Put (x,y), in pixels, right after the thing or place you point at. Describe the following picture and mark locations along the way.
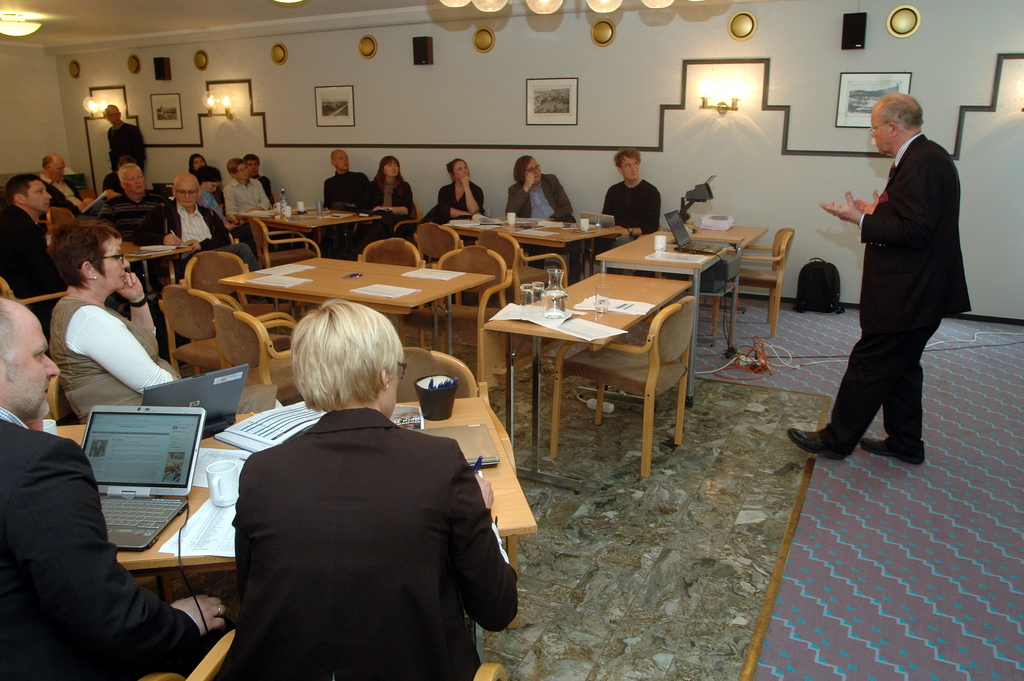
The image is taken in the room (823,377). On the right side (912,295) there is a man (877,270) standing and talking before him there are many tables (536,329) and people (363,484) sitting around the tables (618,316). There are glasses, papers (628,300), laptops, jars (562,306), mugs (214,478) which are placed on the tables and there are photo frames (530,105) which are attached to the walls (390,102).
